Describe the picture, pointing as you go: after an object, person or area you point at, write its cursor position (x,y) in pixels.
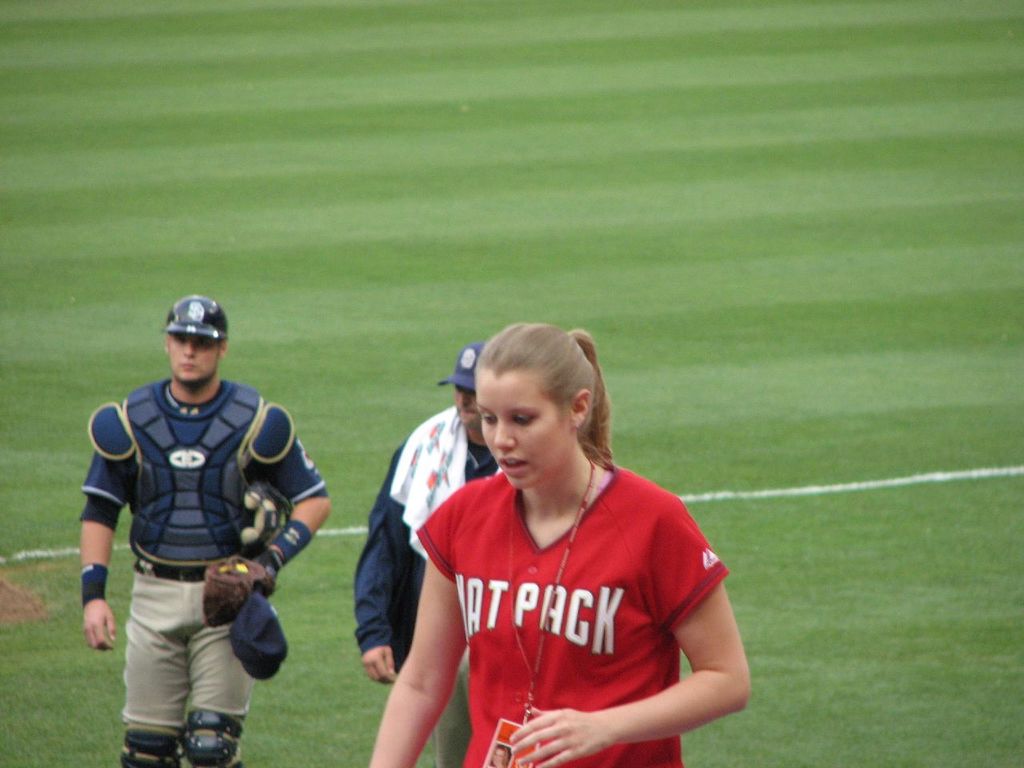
In this picture we can see a woman (445,660) wearing an identity card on her neck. We can see a person (183,657) wearing a helmet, gloves (237,591) and a cap (246,617) is visible. There is a man (464,416) wearing a cap (454,376). Some grass (293,686) is visible on the ground (777,470).
